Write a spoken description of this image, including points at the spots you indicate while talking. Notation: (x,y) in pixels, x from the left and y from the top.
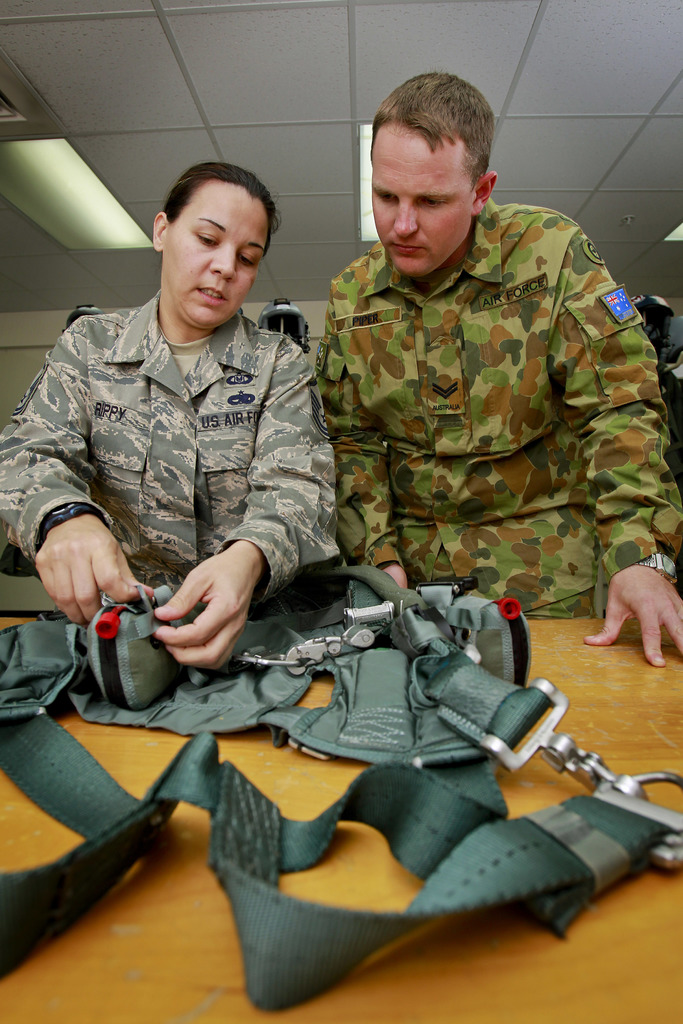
A woman (223,568) is checking the bag (135,654), she wore army dress (203,440), beside her a man (496,463) is there, he is looking at this. At the top (54,168) there are lights (11,172).
